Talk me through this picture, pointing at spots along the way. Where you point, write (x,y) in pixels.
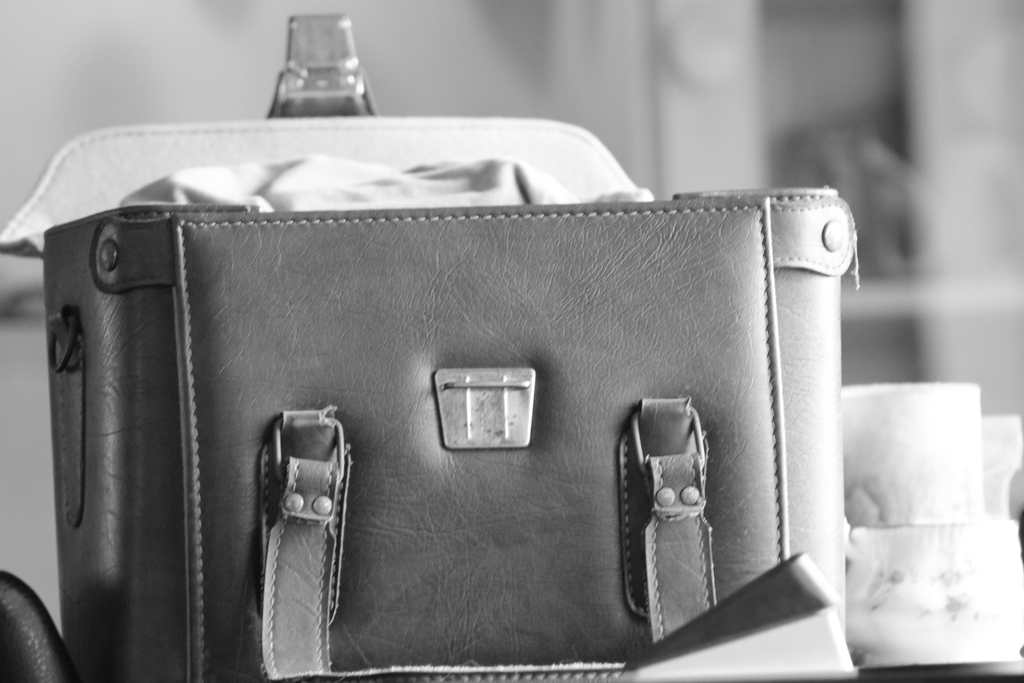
There is a bag (464,330). Beside the bag (363,364) some object (951,530) is there. And the bag (498,257) is opened.
